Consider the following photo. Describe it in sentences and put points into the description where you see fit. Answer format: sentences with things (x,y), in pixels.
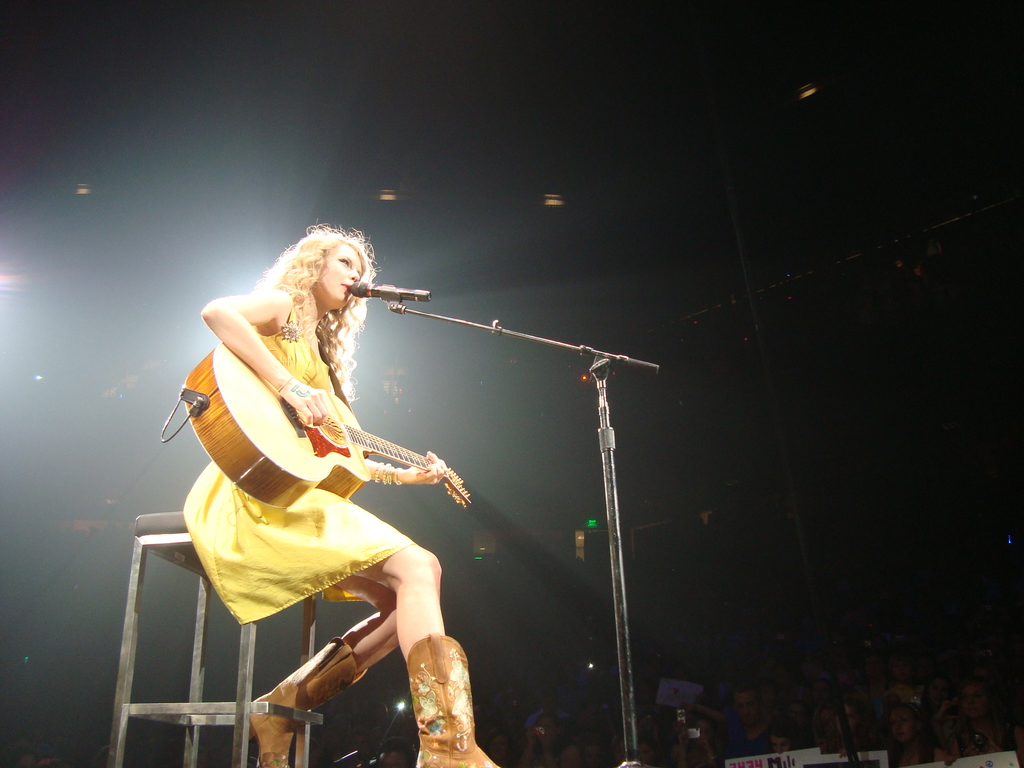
There is woman (262,307) in yellow color dress (286,522) sitting, singing, holding and playing guitar (305,431). In the background (189,291), there is a light (231,286), group of people (968,697), some of them holding hoarding (680,691). In front of her, there is a mic (422,300) and stand (629,692).
